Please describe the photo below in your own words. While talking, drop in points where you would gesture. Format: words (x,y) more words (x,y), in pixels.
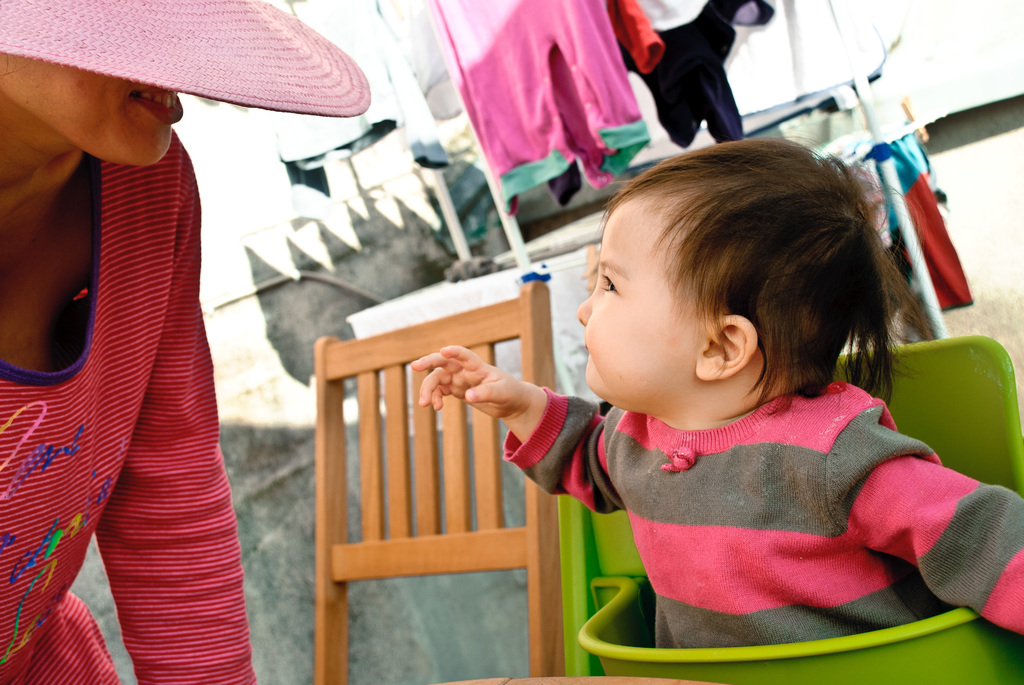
Here we can see a kid (885,564), chair (693,656), and a person (51,109). In the background (408,100) we can see clothes (917,192).
